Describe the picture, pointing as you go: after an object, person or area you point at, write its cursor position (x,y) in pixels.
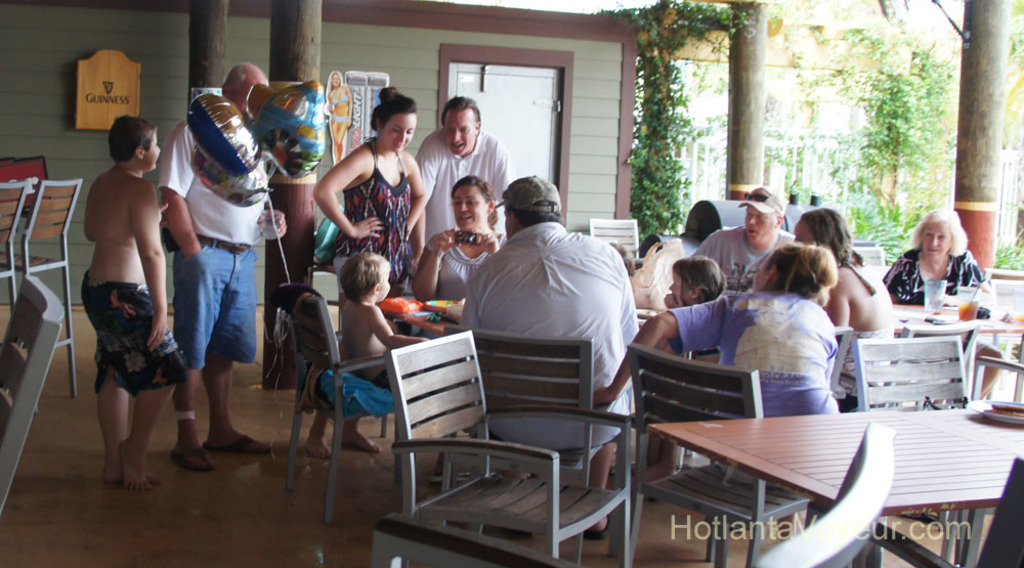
there are many people (510,266) sitting and some people (227,353) standing there is a table (870,419) in front of them there are some creepers (848,103) and trees (920,74) present.
